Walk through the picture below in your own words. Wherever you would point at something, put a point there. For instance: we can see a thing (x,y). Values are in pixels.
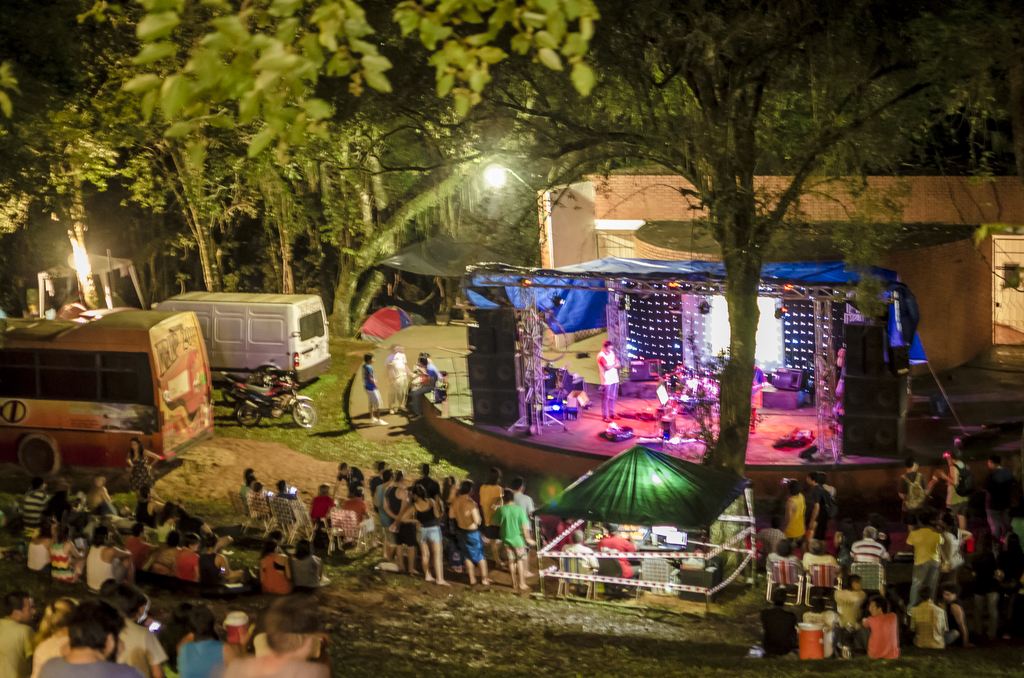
In this picture, we see people (54,577) standing and sitting on the grass (702,636). In front of them, we see two men (573,550) are sitting on the chairs (591,578) under the green tent (615,513). Beside that, we see people (754,410) performing on the stage (679,365). On the left corner (264,345), we see a bus (155,372), bikes (239,382) and a van (267,351) are parked. Behind the stage (666,284), we see a building (591,219) in white and brown color. There are many trees (345,171) in the background (438,196) and we see street lights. This picture is clicked in the garden (13,476).
